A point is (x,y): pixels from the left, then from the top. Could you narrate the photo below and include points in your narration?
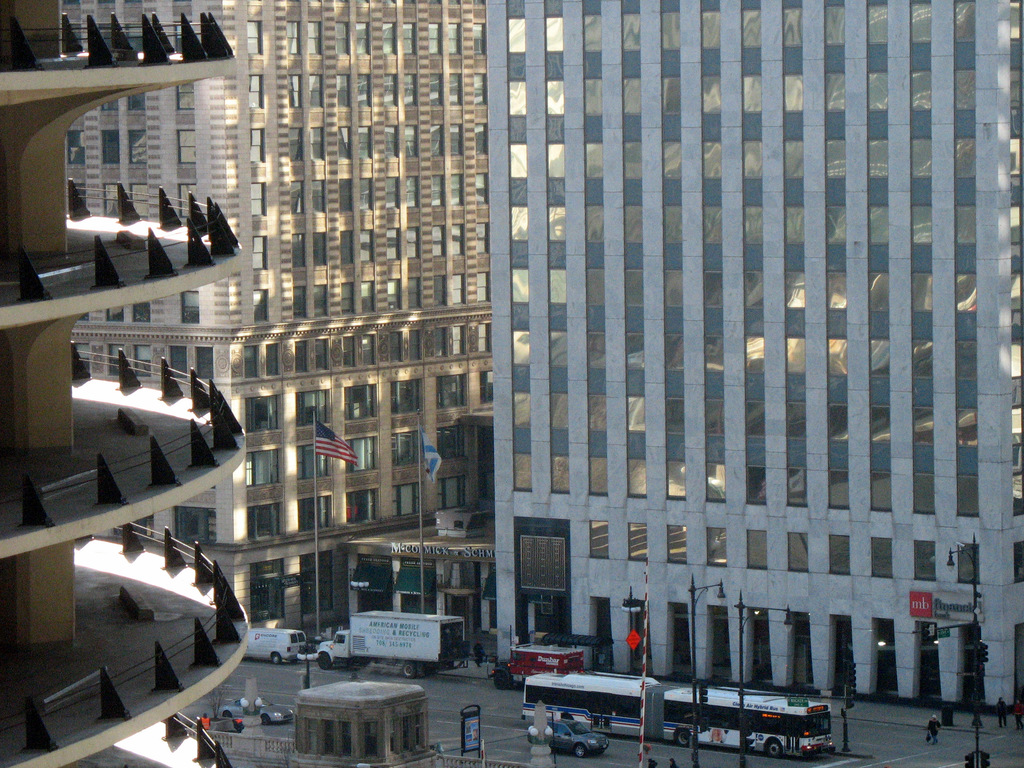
In this image there are buildings (340,432) and flags (333,448). At the bottom (435,698) there is a road (933,761) and we can see vehicles (780,733) on the road (808,757). There are poles (939,628) and traffic lights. We can see people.
